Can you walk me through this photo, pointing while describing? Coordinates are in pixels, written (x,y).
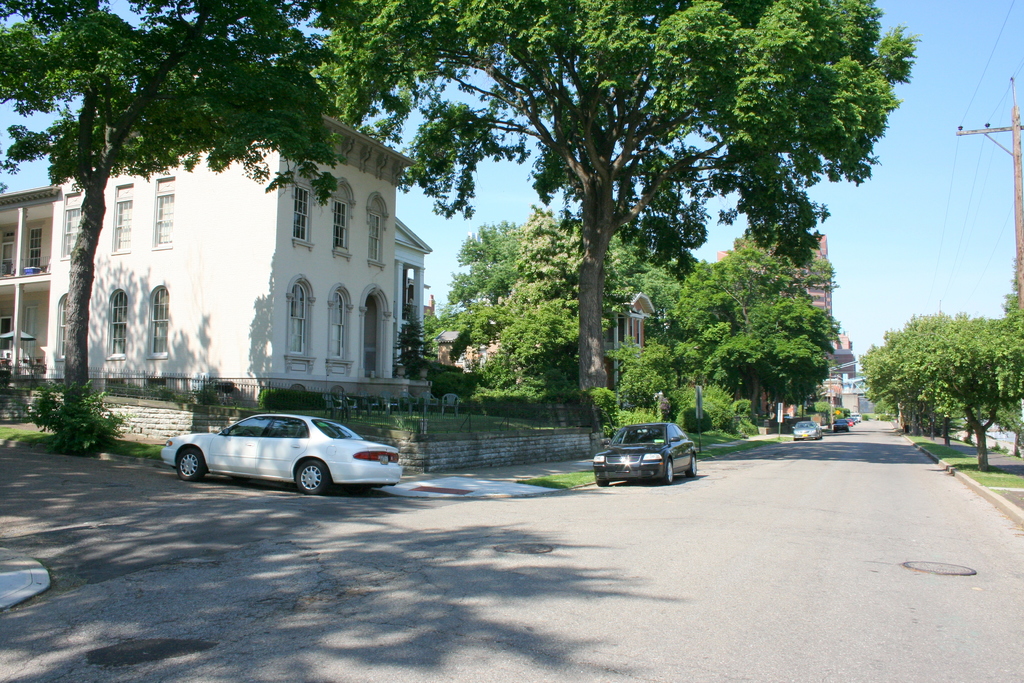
In this picture we can see vehicles (615,479) on the road (659,516), wall (541,449), fence (387,402), chairs (341,406) on the grass (393,420), pole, trees (559,338), buildings (145,285) with windows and some objects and in the background (944,190) we can see the sky (944,190).
